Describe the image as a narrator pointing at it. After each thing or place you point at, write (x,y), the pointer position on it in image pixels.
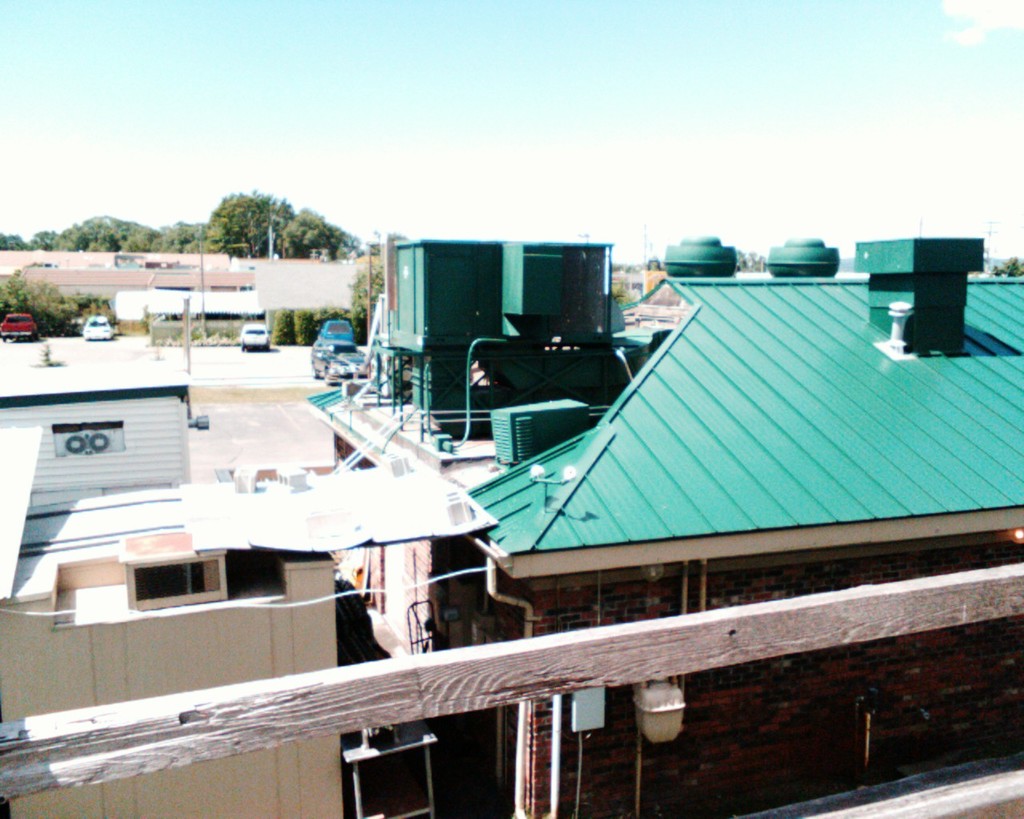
At the bottom of this image (795,628), there is a wooden fence (954,624). In the background (39,243), there are buildings (87,657), vehicles (351,362) and trees (216,242) on the ground (58,339) and there are clouds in the blue sky (170,73).
